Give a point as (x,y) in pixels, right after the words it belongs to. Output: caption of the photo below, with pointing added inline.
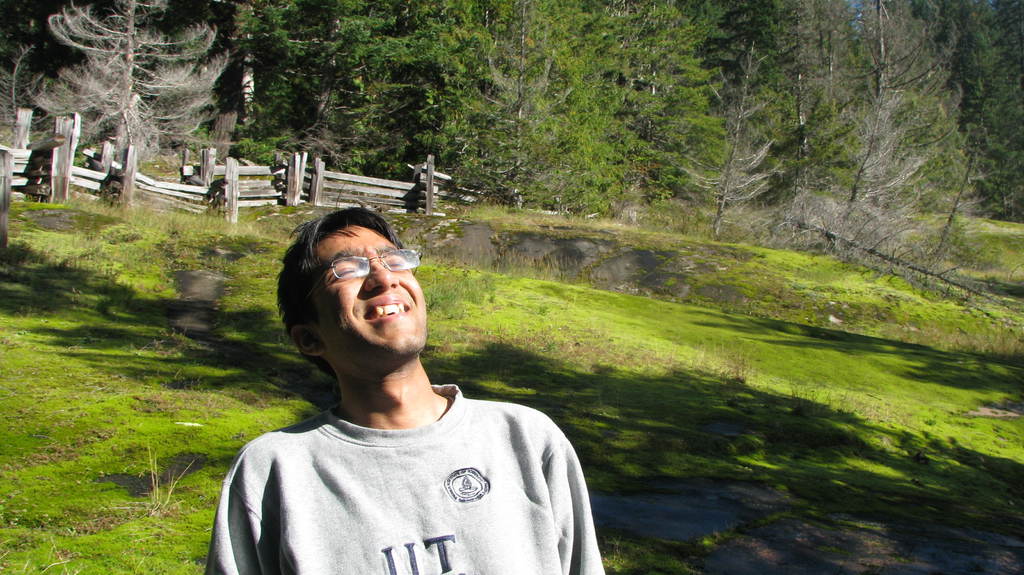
In this picture I can see there is a man (575,550) standing and he is wearing a sweater (377,504) and is having spectacles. In the backdrop (185,486) there's grass (590,361) on the floor (648,314) and there is a wooden fence (190,196) in the backdrop (113,17) and there are trees (650,88).
